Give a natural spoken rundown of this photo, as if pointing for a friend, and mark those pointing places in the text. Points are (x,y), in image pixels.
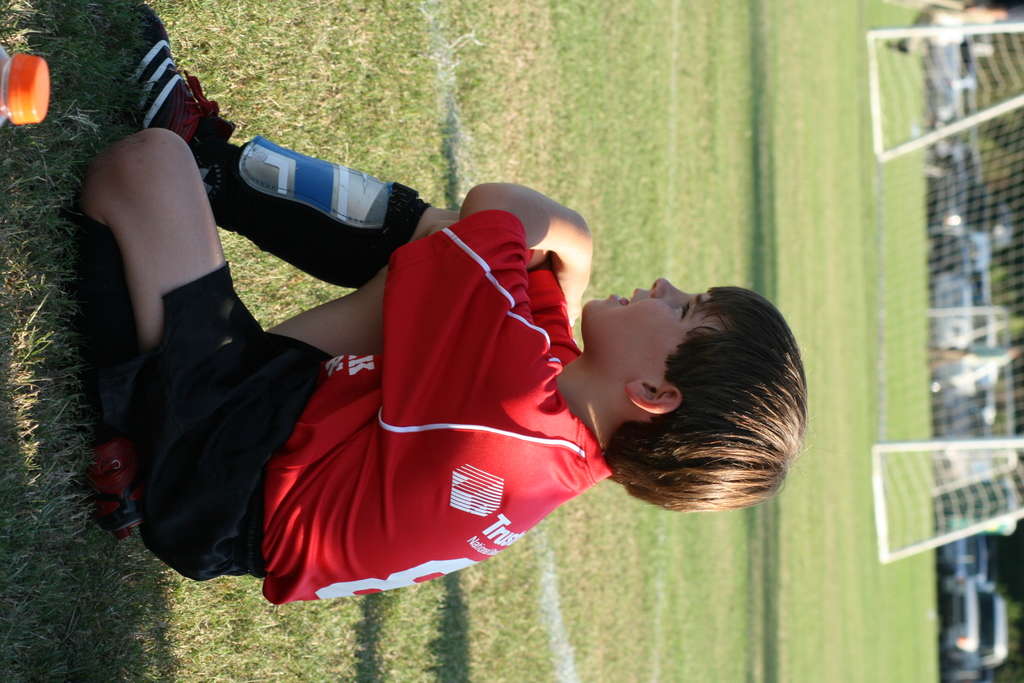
Here we can see a boy (378,319) is sitting on the ground (65,123) and on the left (51,109) we can see a truncated bottle (29,91). In the background (935,277) there is a goal net (934,195), poles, few persons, vehicles (937,266) and trees (1018,280).
